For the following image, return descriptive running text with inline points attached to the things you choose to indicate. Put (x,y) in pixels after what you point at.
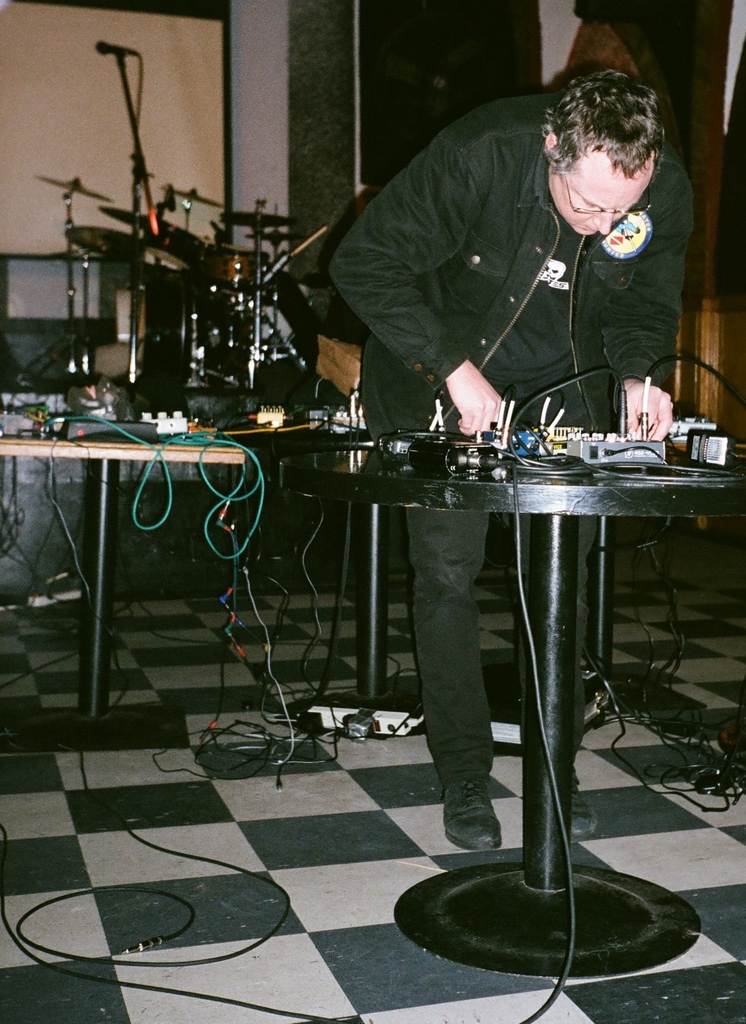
In this image there is a person (441,725) standing on the floor (23,906). In front of him there is a table (473,925). On top of it there are some objects (624,468). Behind him there are tables (91,511). On top of it there are a few objects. At the bottom of the image (719,735) there are cables (724,754) on the floor (398,653). In the background of the image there are some musical instruments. There is a screen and a wall (561,6).
